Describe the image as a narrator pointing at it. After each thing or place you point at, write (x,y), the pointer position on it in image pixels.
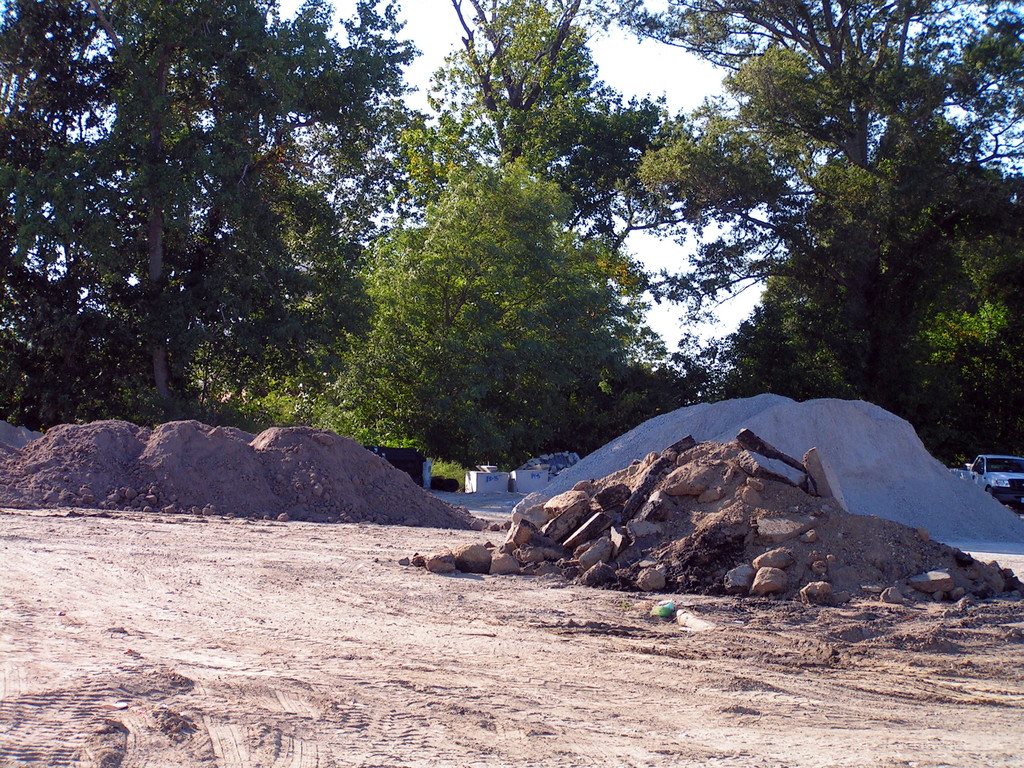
In this image we can see stones (565,515), mud (740,509), a vehicle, trees (103,233) and the sky (731,313) in the background (639,204).
